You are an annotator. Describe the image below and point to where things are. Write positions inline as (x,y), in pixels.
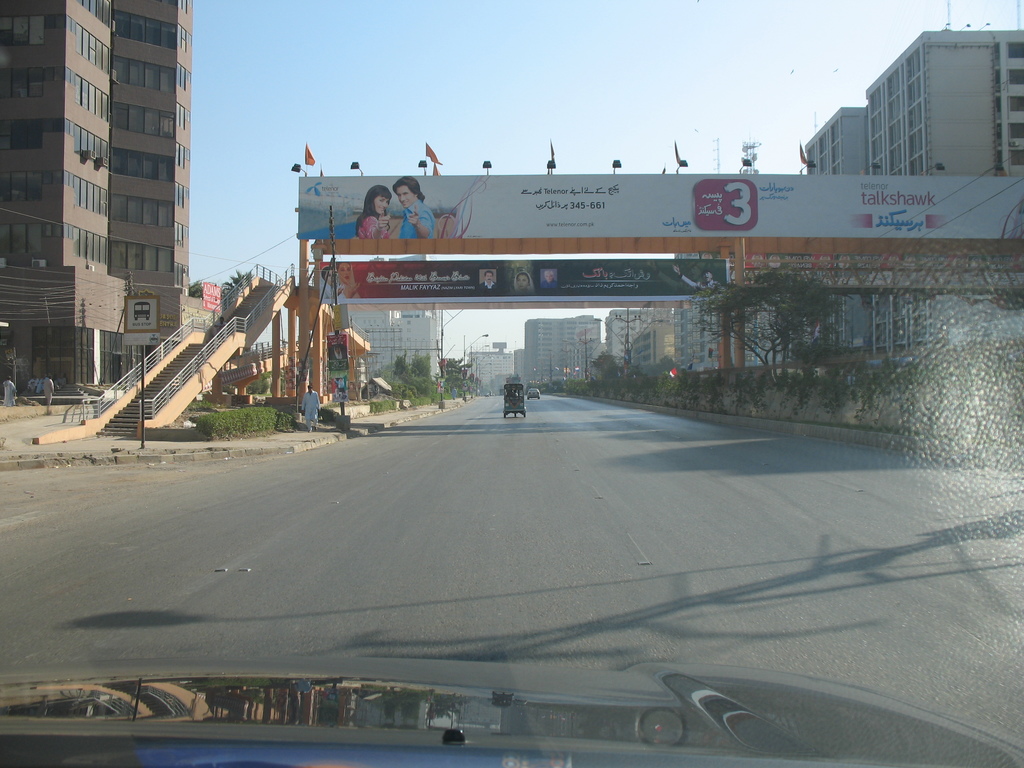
At the bottom of the image (518,518) on the road (356,513) there are few vehicles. There is a pedestrian bridge (329,285) with posters (708,209) and lights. And also there are steps (260,298) with railings (175,380). And also there are pillars (303,314). Below the bridge (220,349) there is a footpath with bushes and some other things (298,397). On the left corner of the image (89,241) there is a building (99,208) with walls (100,73) and glasses (89,134). And also there are poles (128,292) with sign boards (134,305) and wires (78,277). In the background (413,325) there are buildings (967,132). On the right corner of the image (763,306) there is a wall (793,366) and also there are trees (894,382).
